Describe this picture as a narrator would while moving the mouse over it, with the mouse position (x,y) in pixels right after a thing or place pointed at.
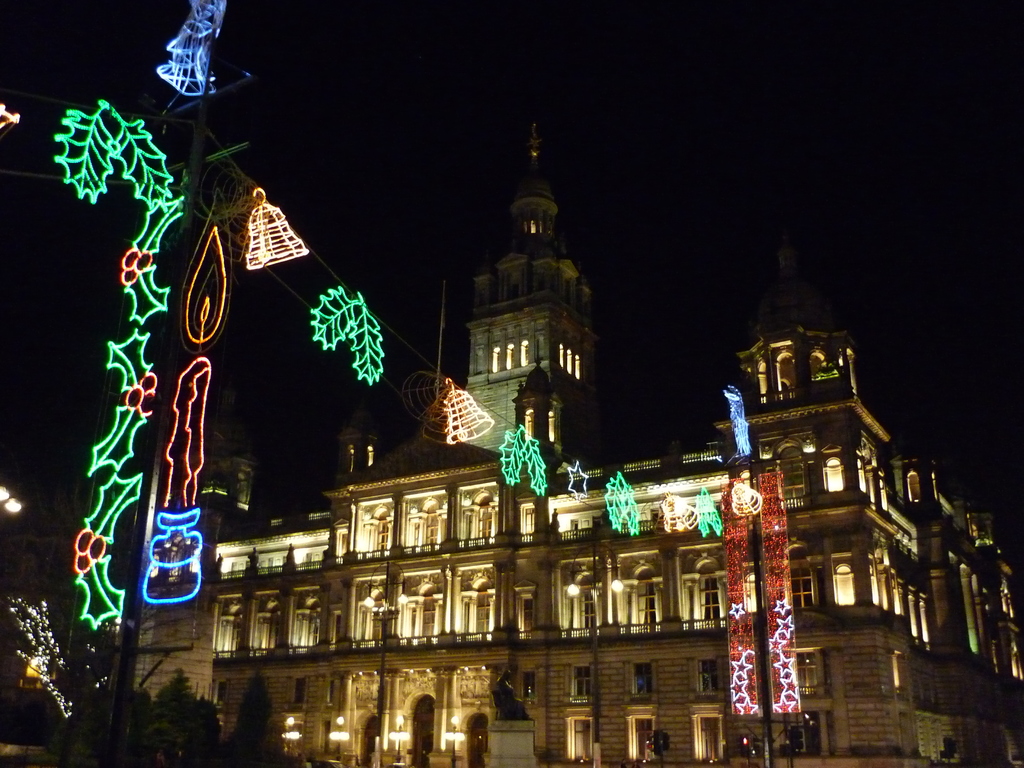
In the picture we can see a palace (708,468) with lights (727,531) and in the entrance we can see a decoration (736,521) of lights (207,365), and in the background (673,429) we can see a sky (625,281) in the dark.
